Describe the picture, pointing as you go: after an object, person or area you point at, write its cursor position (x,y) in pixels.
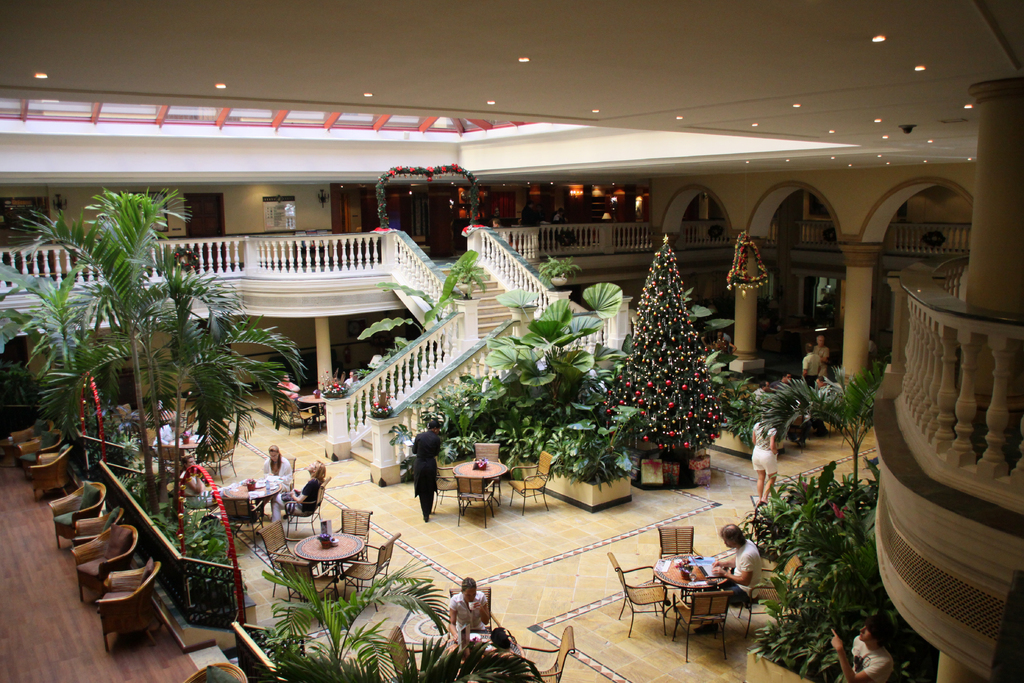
In this image we can see a few people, some of them are sitting on the chairs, there are tables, also we can see some objects (479,464) on tables (463,471), there are plants (542,398), also a Christmas tree (702,406), there are stairs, railings (400,253), lights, decorative items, pillars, walls (426,228).
